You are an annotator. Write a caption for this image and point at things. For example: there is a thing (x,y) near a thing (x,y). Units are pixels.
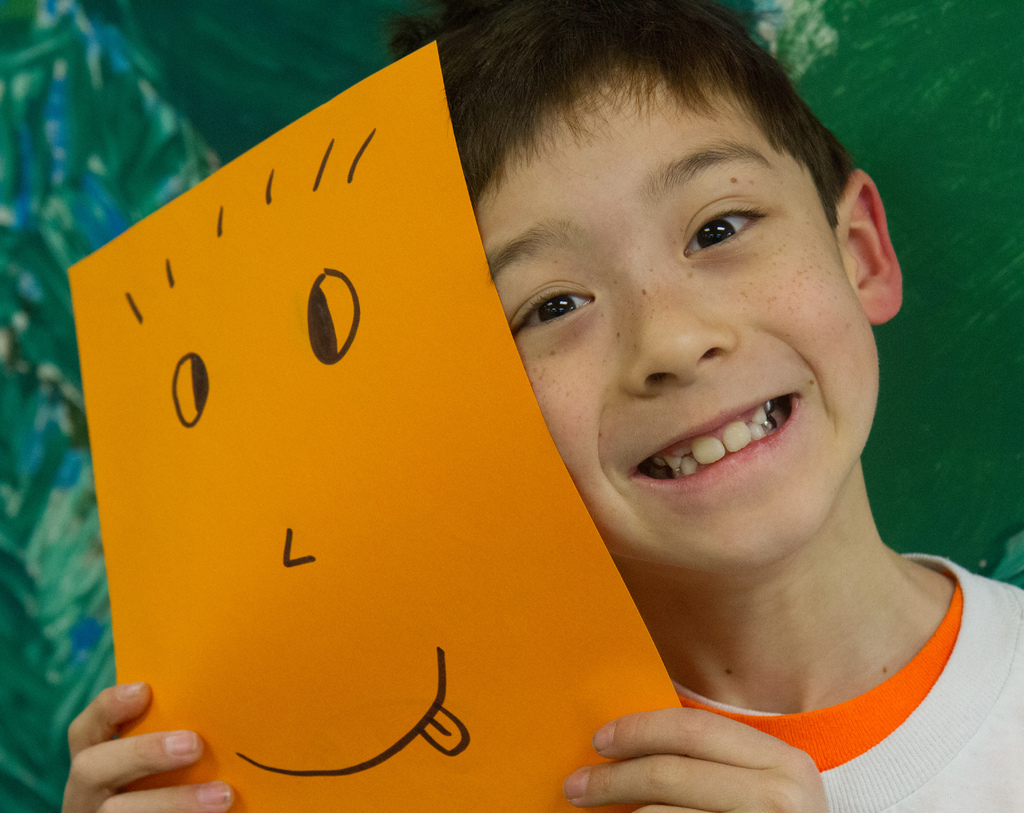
In the image there is a boy (732,715), he is holding a orange paper (225,189) with his hands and on that paper (216,596) an image of a smile (201,439) is drawn.
